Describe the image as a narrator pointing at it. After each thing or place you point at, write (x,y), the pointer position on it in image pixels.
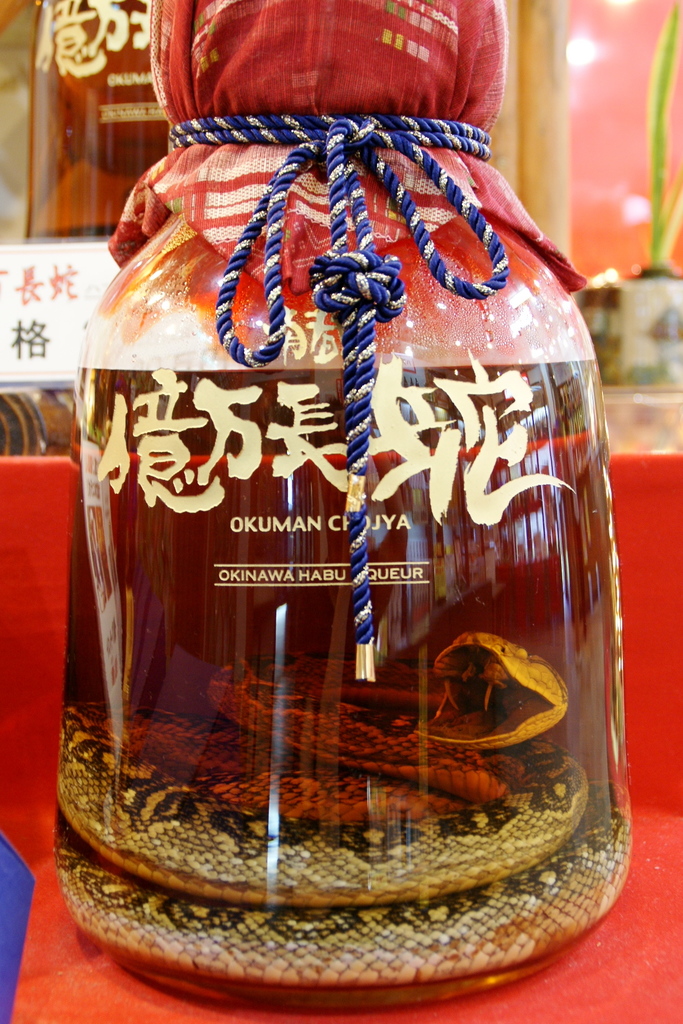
In this image in the middle (315,551), there is a bottle (280,603), inside that there is a snake (370,878), it is tied. In the background (51,98) there are bottles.
